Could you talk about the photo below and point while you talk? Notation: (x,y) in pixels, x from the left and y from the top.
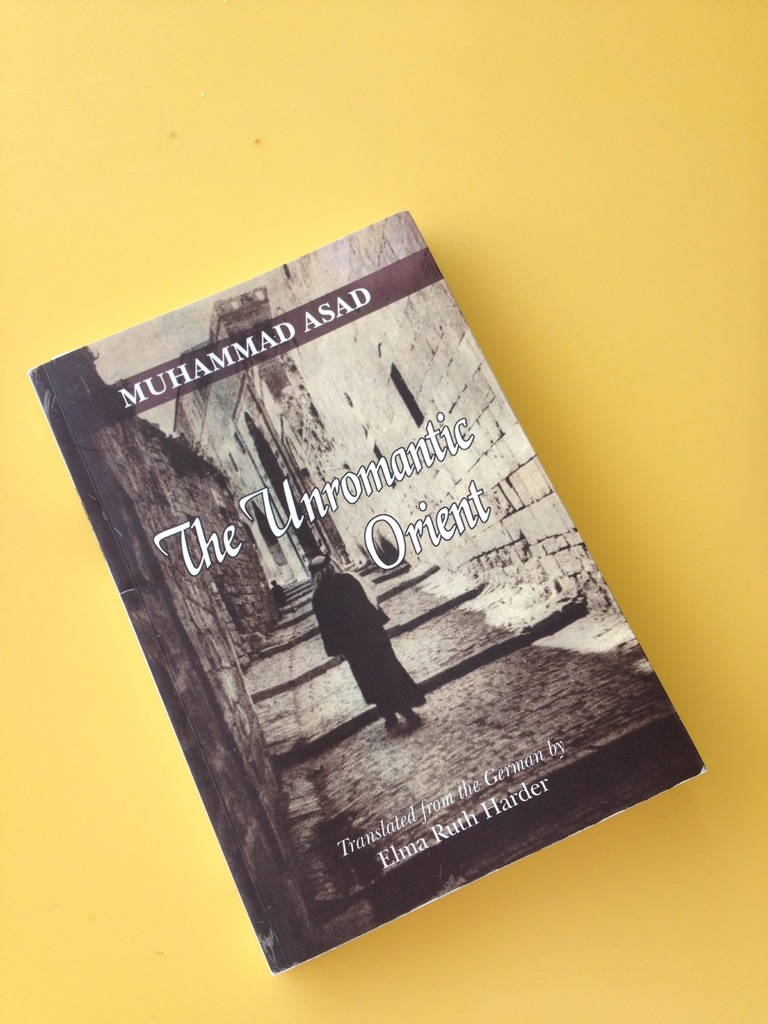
In this image, we can see a book (410,527) on yellow background (500,349).
